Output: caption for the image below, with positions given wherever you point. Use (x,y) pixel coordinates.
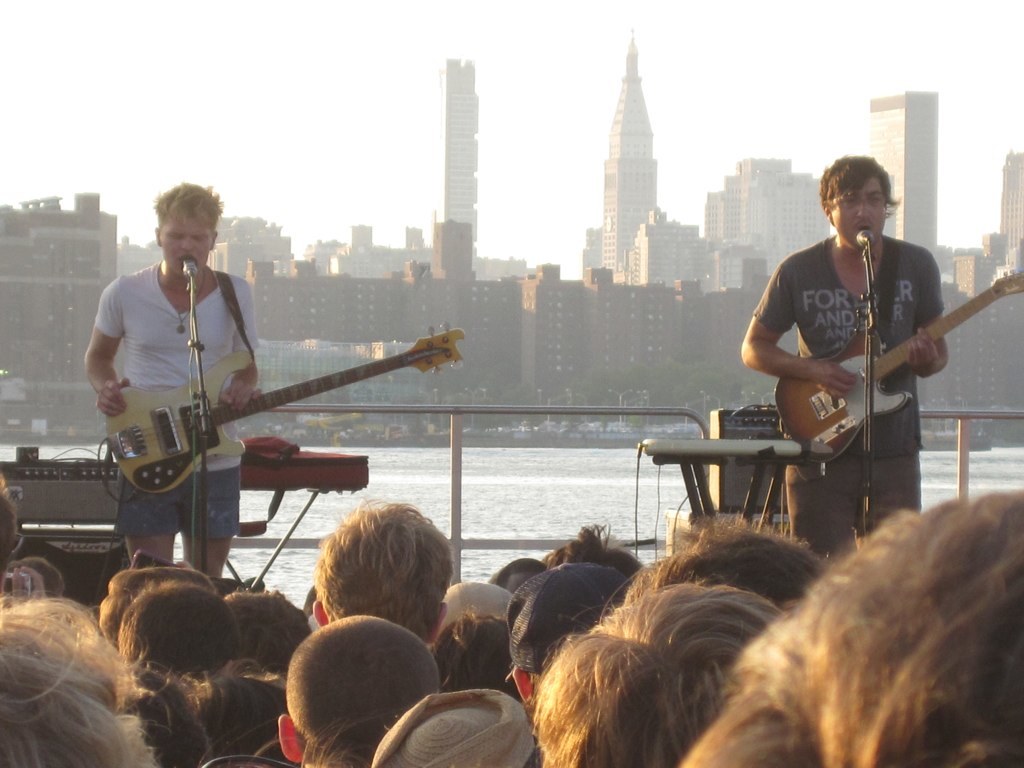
In this picture there are two men (855,309) holding and playing guitar (151,399). They are singing. There is a mic (866,234) and group of people (349,600). There is a bag (280,475). There is water (470,464) and building (448,204) at the background (608,314).
